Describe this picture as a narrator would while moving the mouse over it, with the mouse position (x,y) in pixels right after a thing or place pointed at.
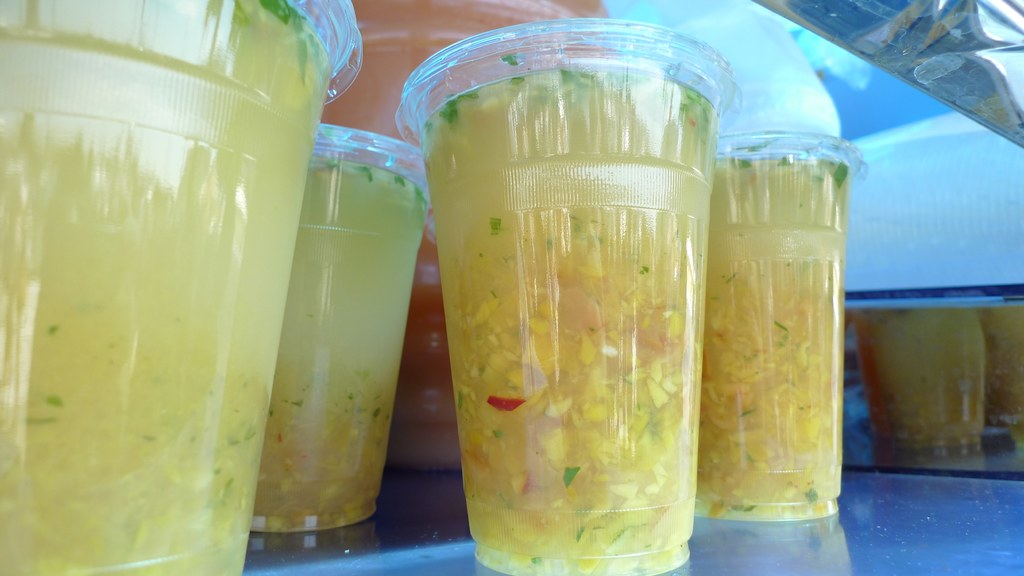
In this picture we can see glasses (360,346) with liquid (620,487) on the glass platform (861,511) and objects (983,210).
